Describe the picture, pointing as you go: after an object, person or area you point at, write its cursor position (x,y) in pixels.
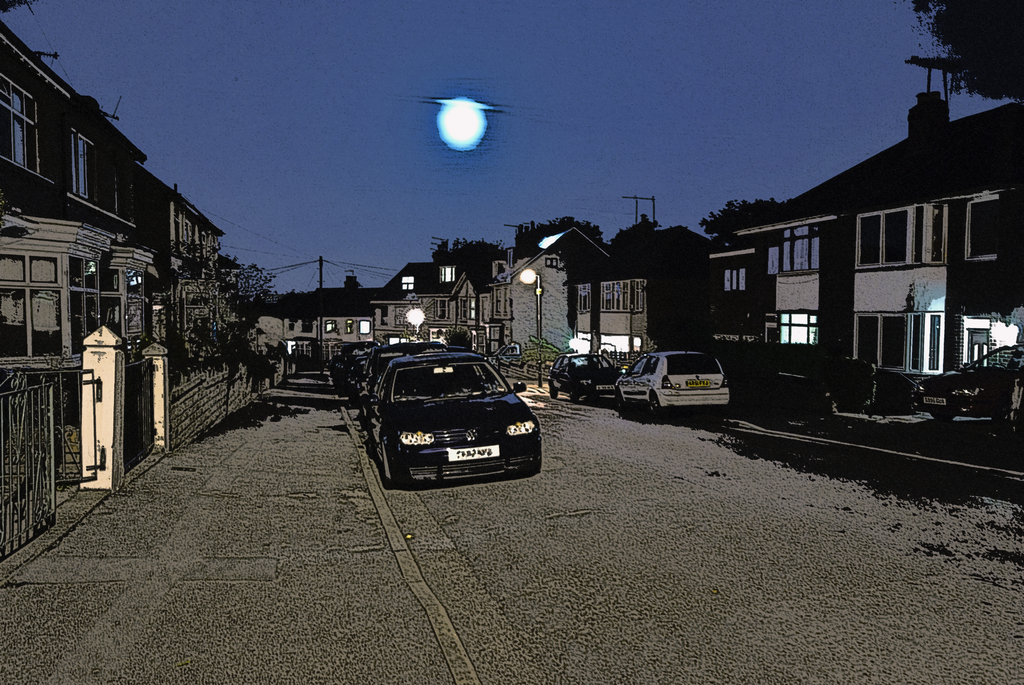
This image is taken in the nighttime. There is a road (548,544) in the middle (528,430) on which there are cars (483,389). There are light poles (539,304) on the footpath (821,421). There are buildings (54,286) on either side of the road (702,522). At the top (669,80) there is the sky (622,94) with the moon (442,120).
